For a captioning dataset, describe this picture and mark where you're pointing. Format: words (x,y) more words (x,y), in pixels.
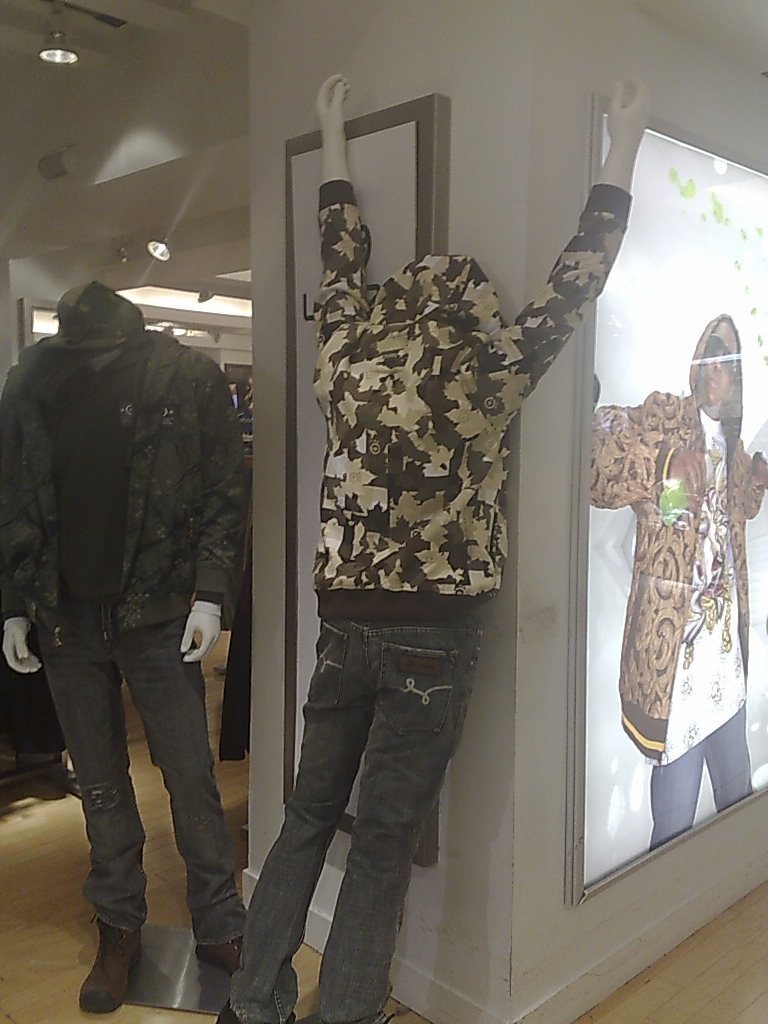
In this image we can see the dresses (442,424) on two mannequins (399,582). In the background (716,528), we can see photo frames (626,513) on the wall (526,698) and some lights (169,250).
